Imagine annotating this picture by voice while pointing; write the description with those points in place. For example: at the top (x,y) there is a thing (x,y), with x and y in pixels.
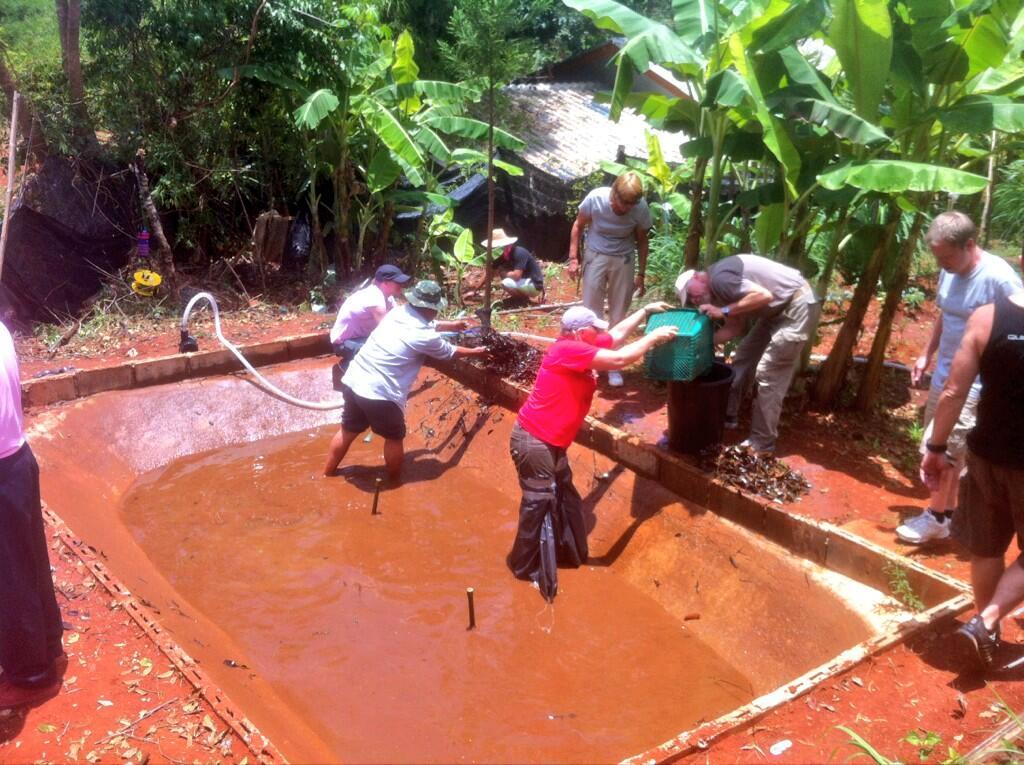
In the picture we can see some people (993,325) are standing in the pool (510,674) of the wet red soil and one man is holding a box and pouring the soil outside and in the background (846,142) we can see the plants (631,162) and trees (5,98).
